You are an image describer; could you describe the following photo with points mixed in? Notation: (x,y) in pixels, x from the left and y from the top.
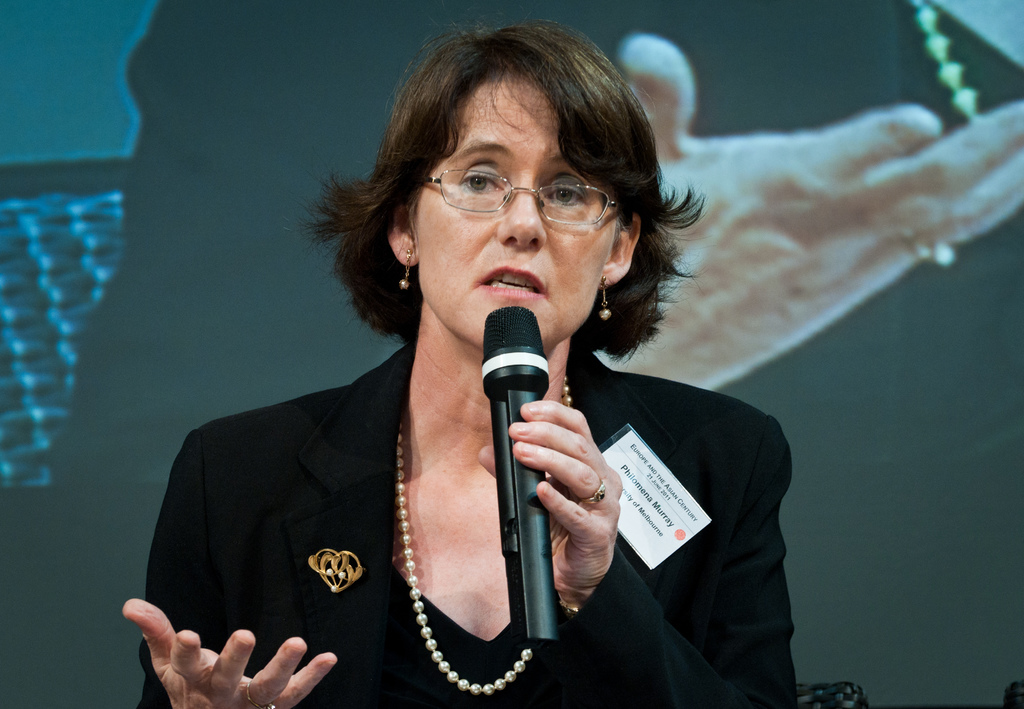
A woman (191,444) is speaking in the microphone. She wear a black coat (366,617).
